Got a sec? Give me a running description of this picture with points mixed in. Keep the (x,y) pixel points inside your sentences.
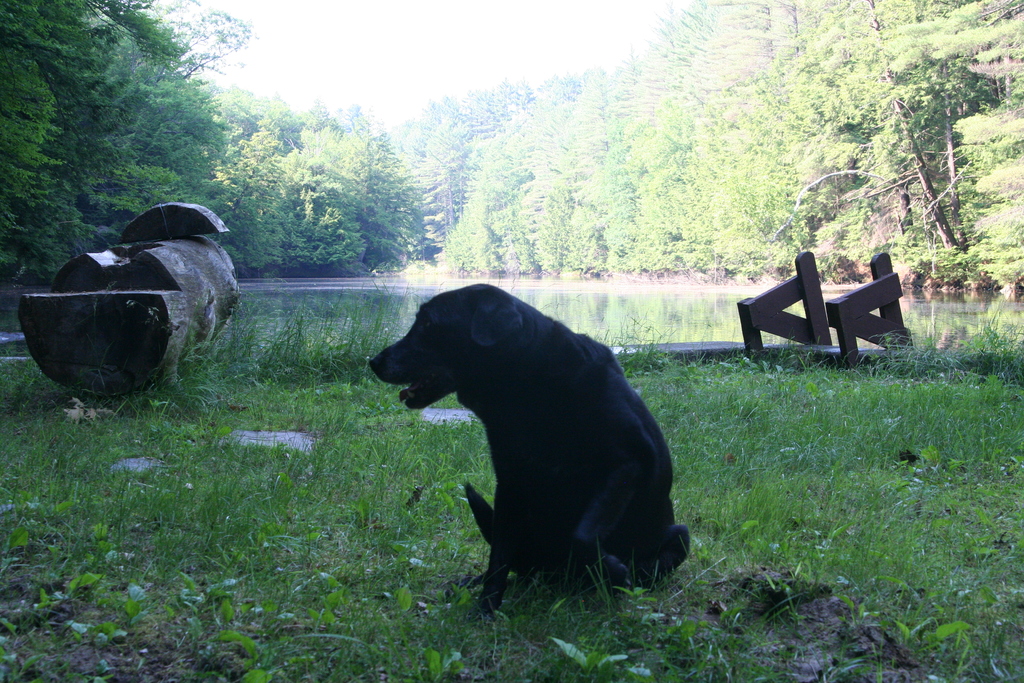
In this image, we can see black dog (583,558) sitting on the grass (453,626). In the background (869,322), there are trees (1013,164), plants (1006,352), wooden logs (79,359), few objects (907,338) and the water (953,325).
